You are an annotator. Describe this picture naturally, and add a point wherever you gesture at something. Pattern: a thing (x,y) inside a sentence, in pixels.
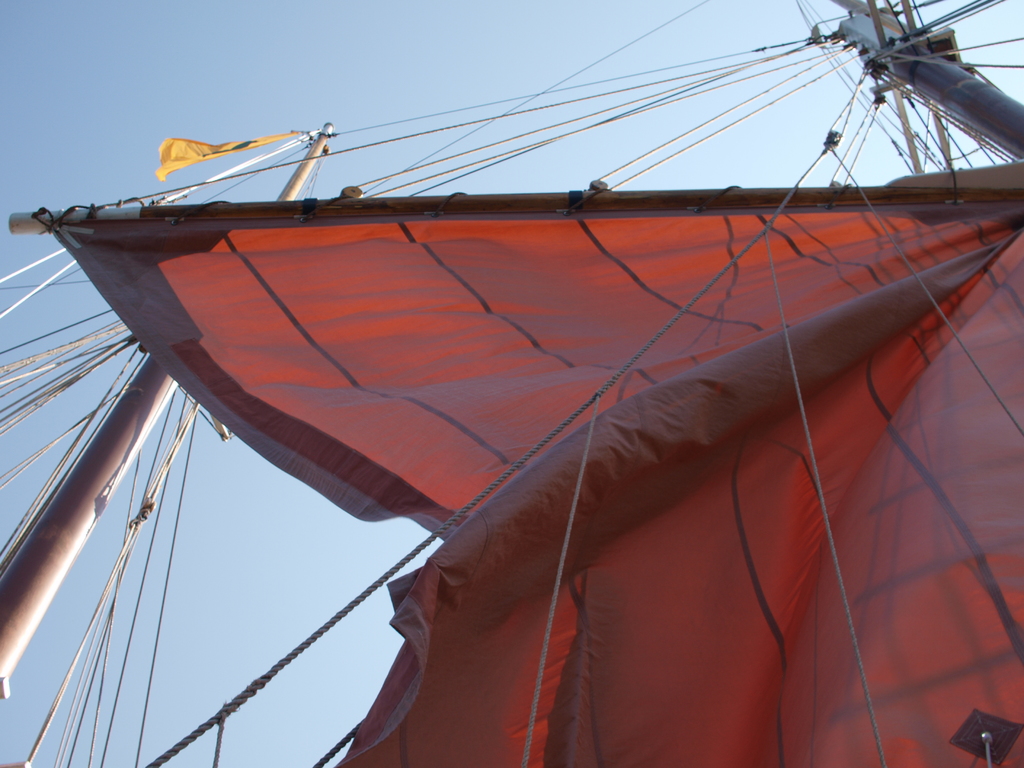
In this we can see two poles (289,198) connected with wires (588,445) and ropes (557,432), sail (608,447), a clear sky (148,119).
